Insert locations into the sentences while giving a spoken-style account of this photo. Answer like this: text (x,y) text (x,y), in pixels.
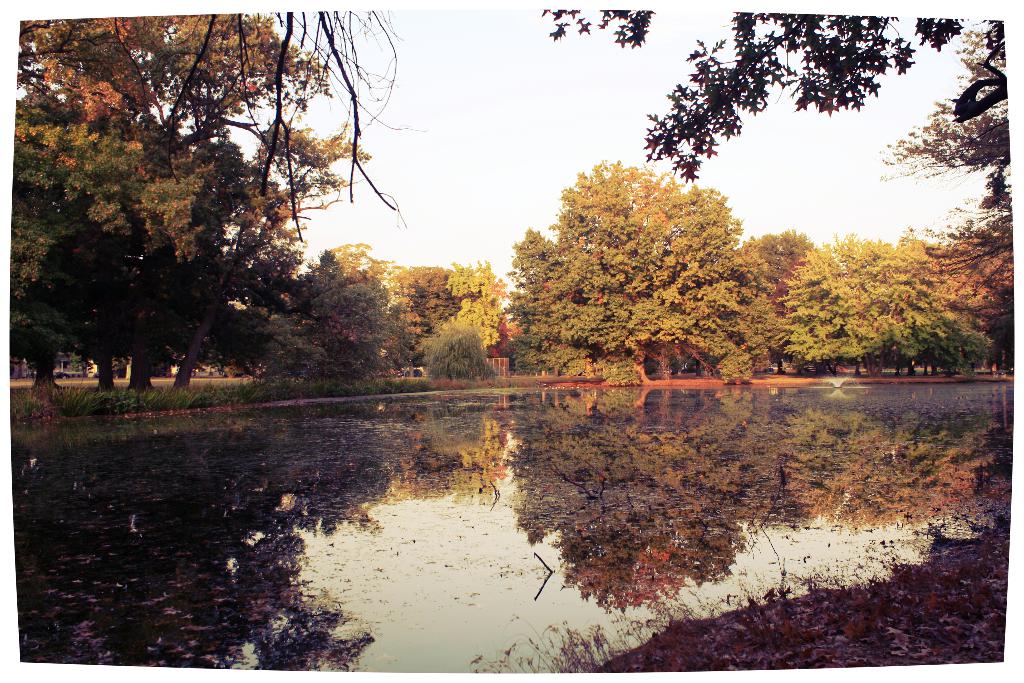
In this image at the bottom (621,550), there is water (726,524). In the middle (436,314) there are trees (290,341), plants (194,396), grass (148,397), sky (504,93).
